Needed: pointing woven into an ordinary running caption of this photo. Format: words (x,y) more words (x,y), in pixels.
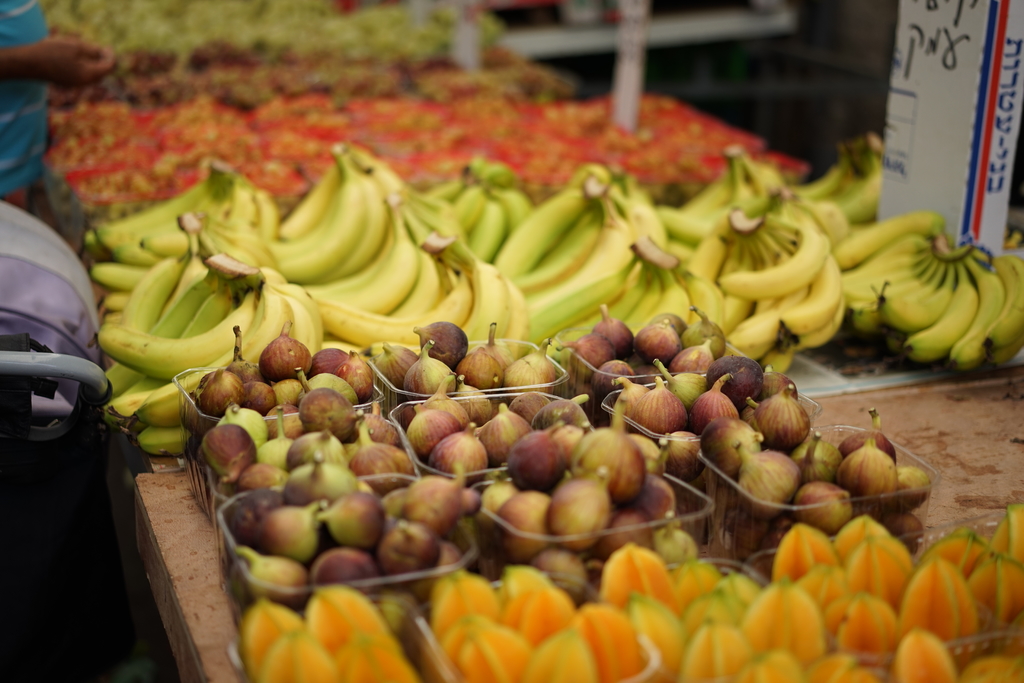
This image is taken outdoors. At the bottom of the image (199,554) there is a table (162,536) with a few boxes (369,620) of star fruits (843,580) and figs (404,507) on it. In the middle of the image (381,276) there is another table (160,468) with a few bananas (391,260) on it. On the right side of the image (960,98) there is a board (953,78) with a text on it. On the left side of the image (31,61) there is a man (46,141). At the top of the image (277,80) there are two tables (495,145) with a few things (413,81) on them.
